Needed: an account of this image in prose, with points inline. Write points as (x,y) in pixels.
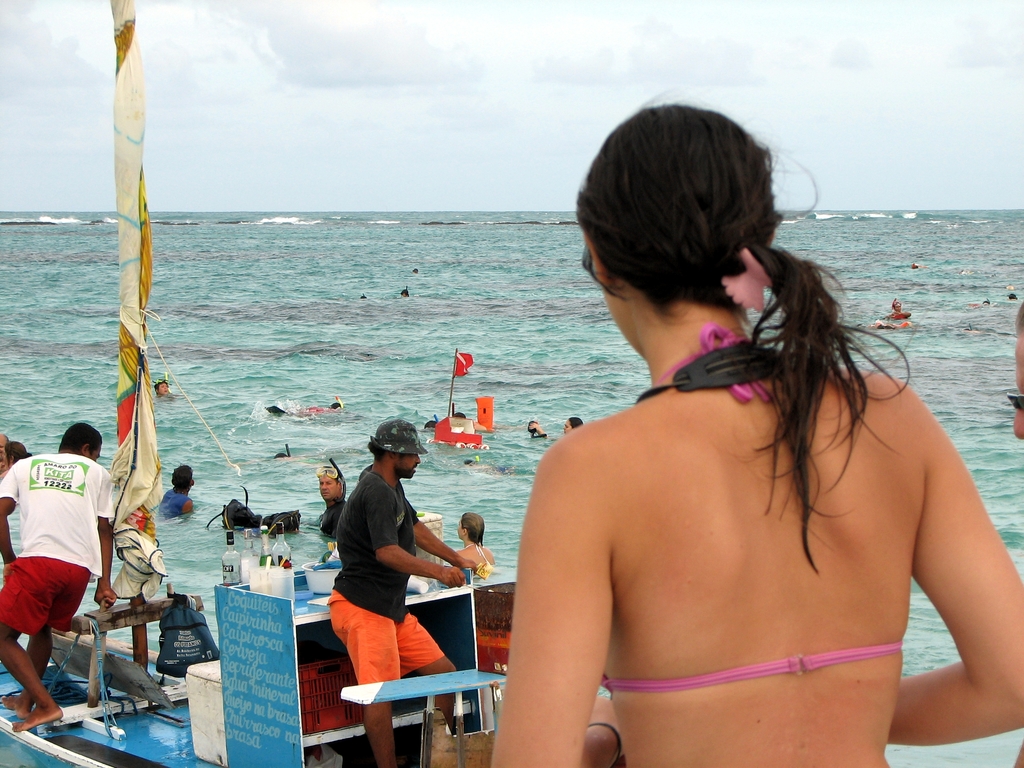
In this image, there are a few people (651,465). We can see some water (407,345) with objects (462,352) floating on it. We can also see some shelves (326,648) with objects (264,583) like bottles (240,559). We can see a pole (130,373) and a blue colored object (437,686). We can also see the sky (349,90).
